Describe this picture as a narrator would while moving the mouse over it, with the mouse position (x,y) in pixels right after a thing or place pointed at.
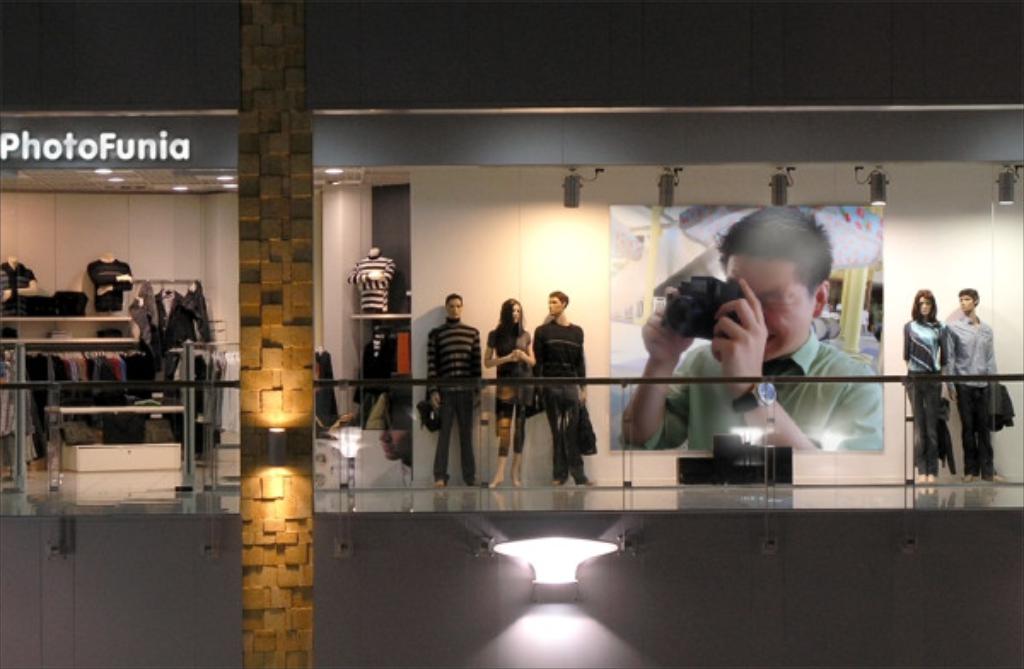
It looks like the picture is captured inside some mall (33,473), there is clothing store (98,166) and outside that store (151,323) there are some mannequins (500,343) and behind the mannequins (441,334) there is a wall (525,256) and on the wall (593,227) there is a poster (881,275) of a person (756,317) clicking a photo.
